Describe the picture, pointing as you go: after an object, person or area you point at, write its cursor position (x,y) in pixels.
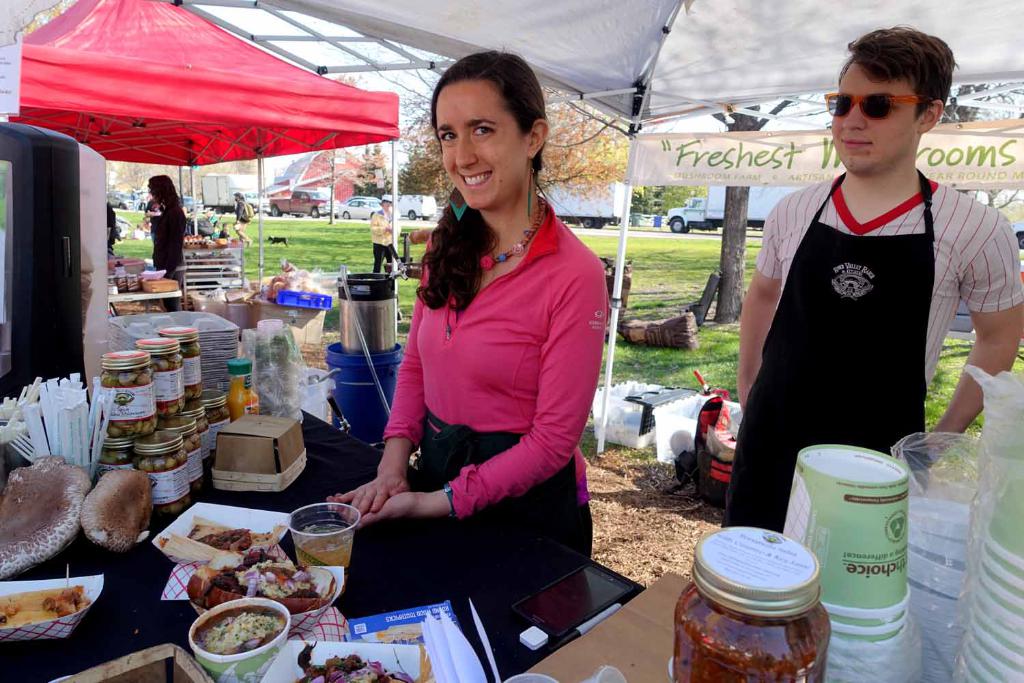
There are two persons (813,309) standing on the right side of this image (773,361) and there are some persons (178,209) on the left side of this image (138,224). There are some tables (460,565) at the bottom of this image, and there are some food items (249,536) and some bottles (149,445) are kept on to this table (485,618). There are some trees (582,164) and cars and some vehicles (559,197) in the background (579,195). There are two tents (539,41) as we can see at the top of this image (220,83).
